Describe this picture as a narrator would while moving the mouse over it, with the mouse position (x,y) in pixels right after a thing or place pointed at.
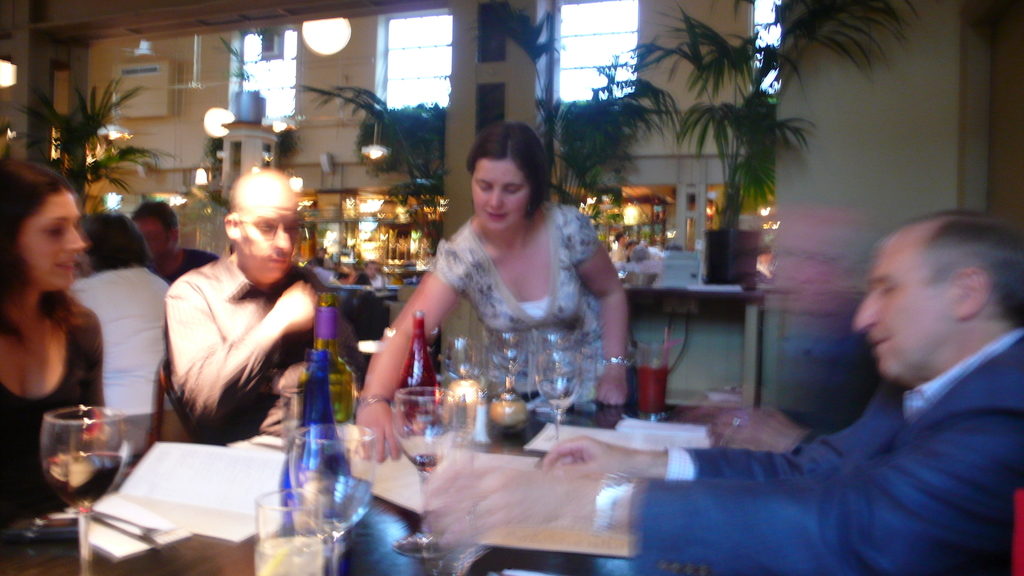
In this image, there are group of people (936,308) sitting on the chair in front of the table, a dining table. On which bottles (348,417), glasses (338,518), papers (237,514) and so on kept. And in the middle (470,261), a woman (475,166) is standing and serving. In the background (298,159), the wall (205,64) is visible which is of light cream in color and windows (402,87) are visible. On the table (667,293) houseplants (750,197) are visible and so on kept. This image is taken inside a restaurant (559,150).
